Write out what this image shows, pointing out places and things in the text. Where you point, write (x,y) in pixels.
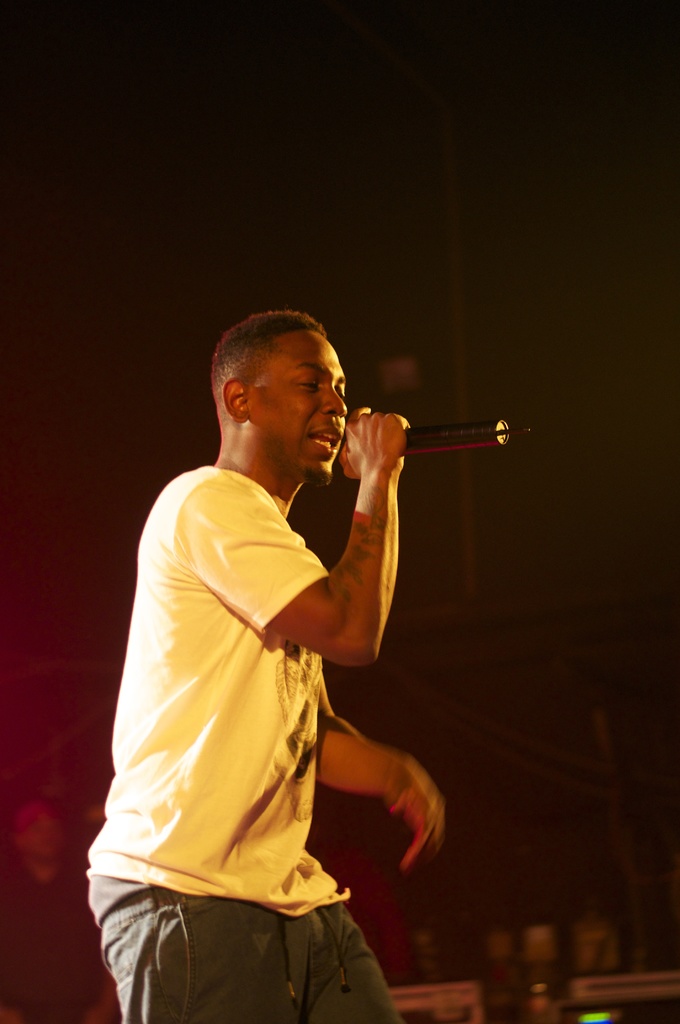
I can see in this image a man (255,559) wearing yellow color t-shirt (214,565) holding a microphone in his hand (358,444).
